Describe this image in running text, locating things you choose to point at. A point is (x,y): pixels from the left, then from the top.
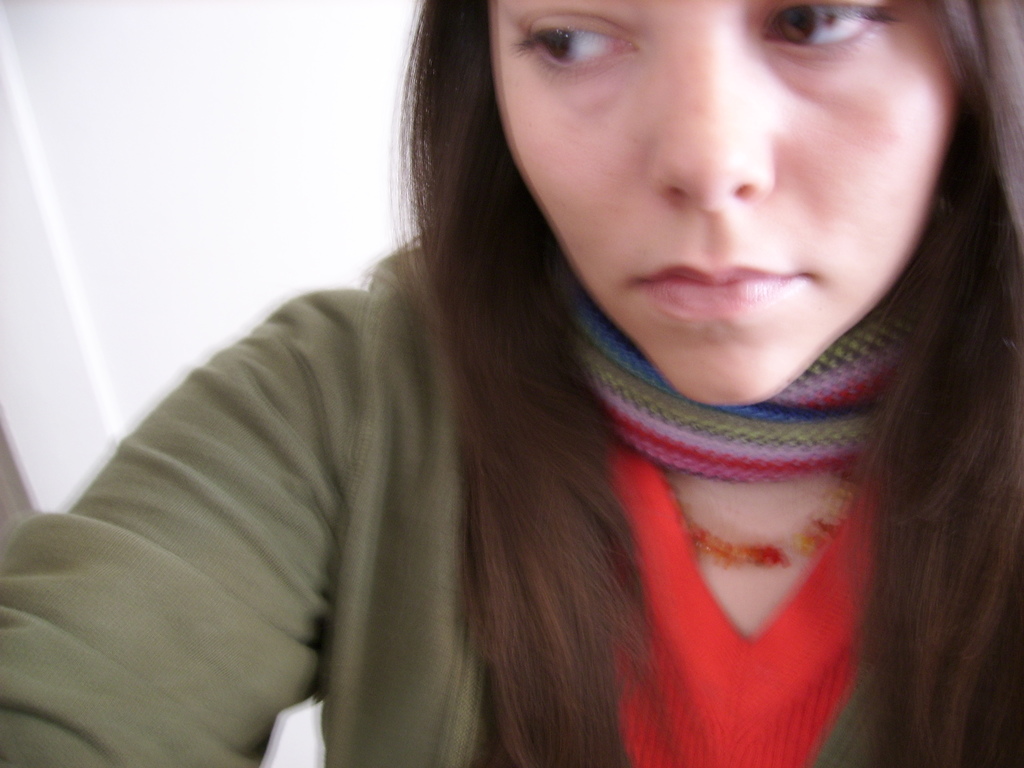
In this picture there is a girl (751,166) on the right side of the image (880,389).
